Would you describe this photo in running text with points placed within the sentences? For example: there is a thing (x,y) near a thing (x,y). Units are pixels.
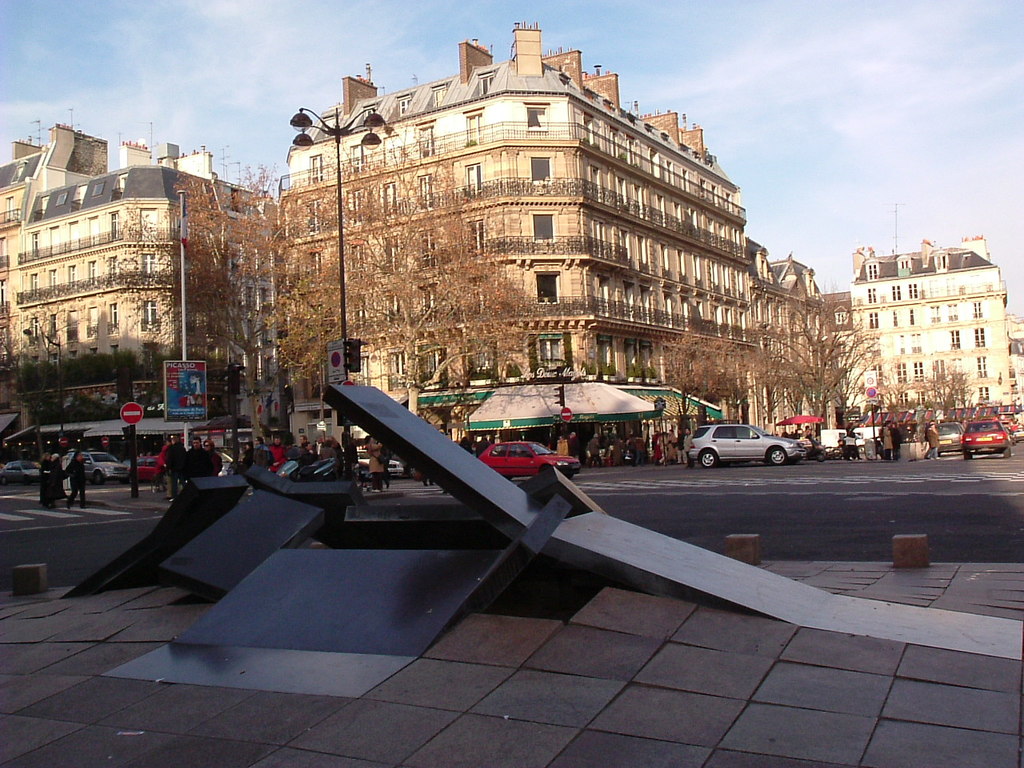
In this image, we can see buildings (485,207), trees (202,230), vehicles (708,442) on the road (751,498) and we can see some people (670,432), boards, lights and there are sheds (516,419), a sculpture (361,538) and stones (900,551). At the top (802,94), there is sky (738,171).
